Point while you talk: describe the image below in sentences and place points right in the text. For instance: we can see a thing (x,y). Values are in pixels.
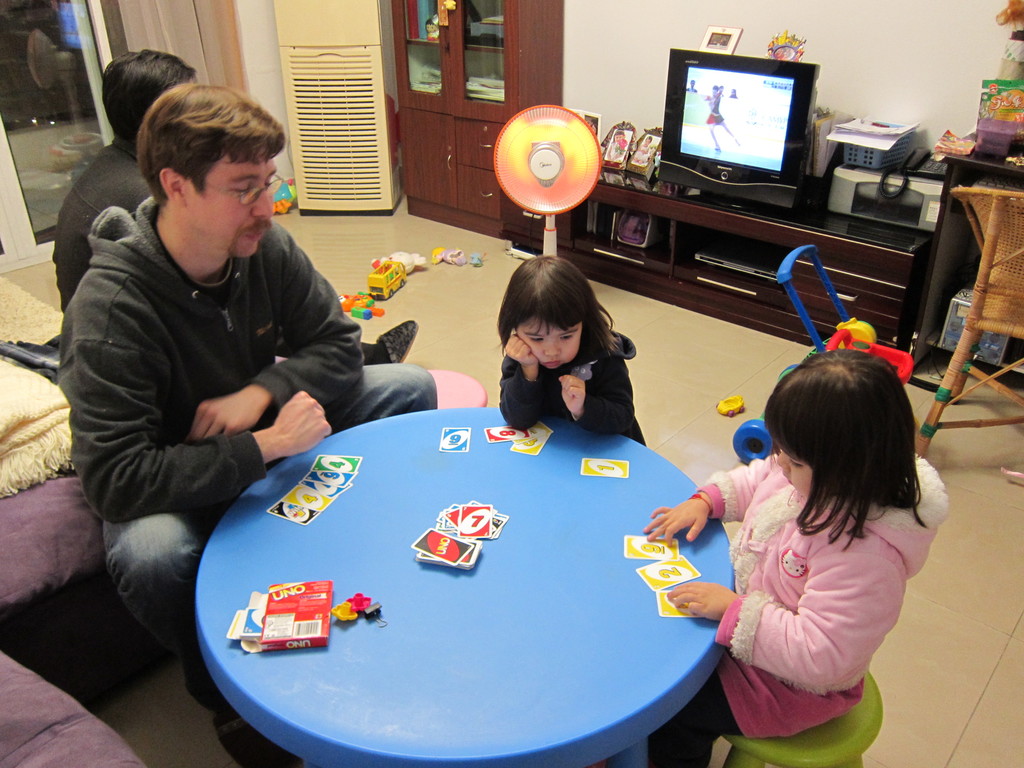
In this image I can see two girls (773,519) sitting on the chairs (858,737) and a man (187,396) wearing the jacket (140,378) sitting on the couch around the table (525,546), on the table (392,522) i can see few uno cards (480,518) and a card box (279,622). In the background (732,134) i can see a fan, few toys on the floor (667,376), a chair (1006,312), a desk (863,227) on which there is a television screen (752,139), few photo frames (642,157), a telephone (902,164), a printer (860,191) and few other objects (822,163). I can see the wall (894,46), a cabinet (456,112), air cooler (329,102), a person (143,115) sitting on the couch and the door (50,125).
